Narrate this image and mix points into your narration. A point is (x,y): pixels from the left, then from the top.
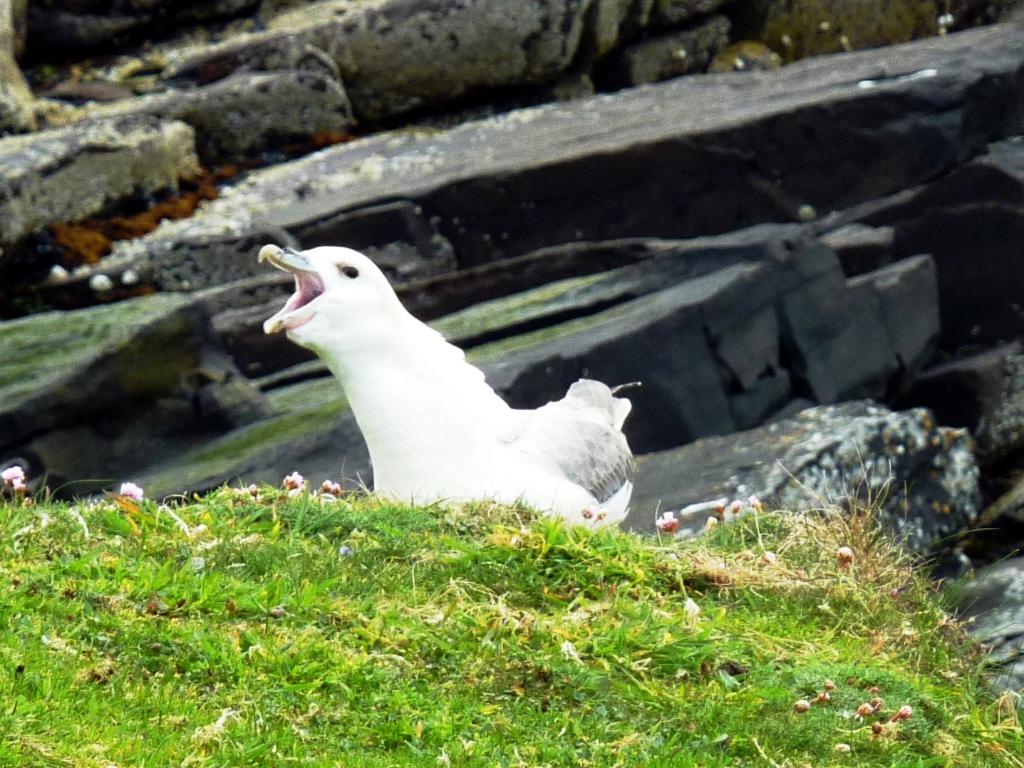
In the picture I can see bird (380,408) which is white in color, there is grass (561,608) and in the background (359,146) there are some rocks (369,155).
